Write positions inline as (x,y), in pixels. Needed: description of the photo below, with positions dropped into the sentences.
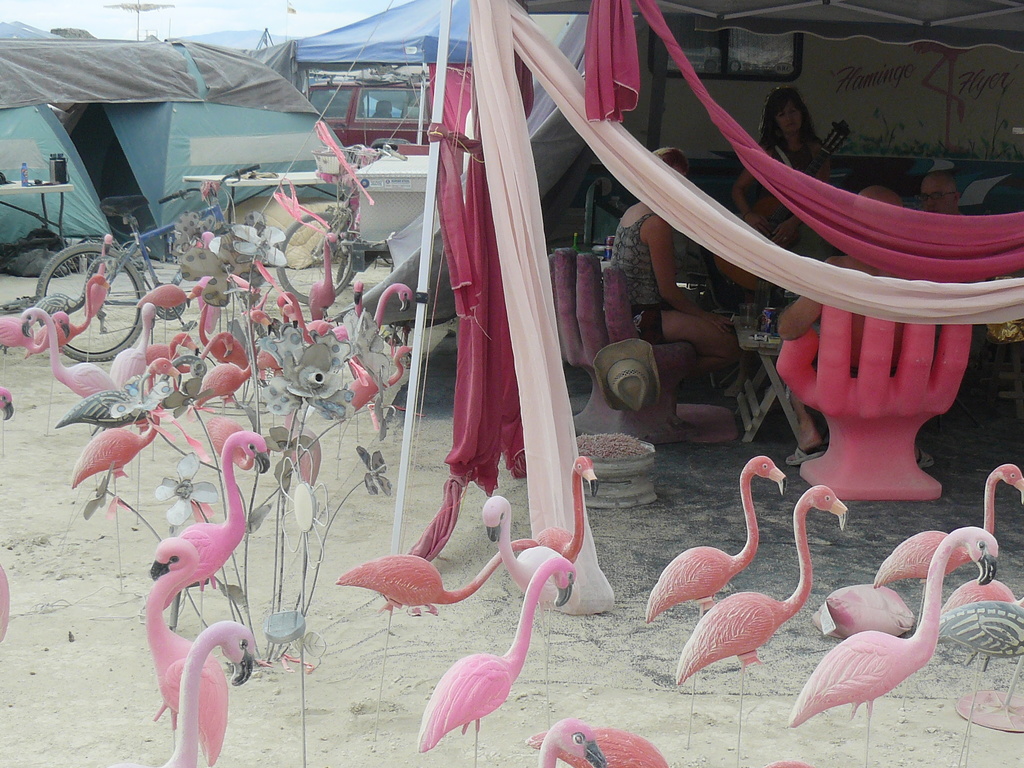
In this picture there are artificial birds (770,612) and there is a artificial plant (192,224). At the back (937,187) there are group of people (729,317) sitting under the tent (807,18) and there is text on the wall (971,70) and there are objects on the table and there are tents (5,139) and vehicles (54,303) and there are objects (67,172) on the table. At the top (134,22) there is sky (208,22). At the bottom (337,691) there is sand (230,614).
